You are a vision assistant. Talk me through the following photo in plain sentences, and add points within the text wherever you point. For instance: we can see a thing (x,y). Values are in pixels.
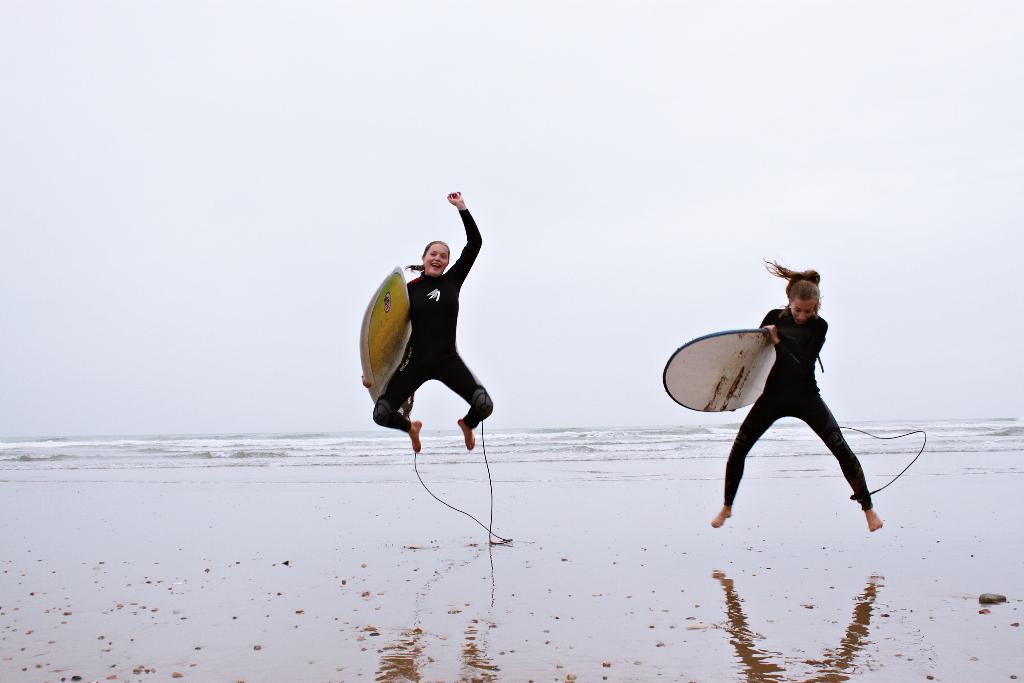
In this picture I can see there are two people (438,250) jumping here and they are holding surfing boards (672,384) and in the backdrop (332,457) there is a ocean (663,456) and the sky (361,137) is cloudy.
